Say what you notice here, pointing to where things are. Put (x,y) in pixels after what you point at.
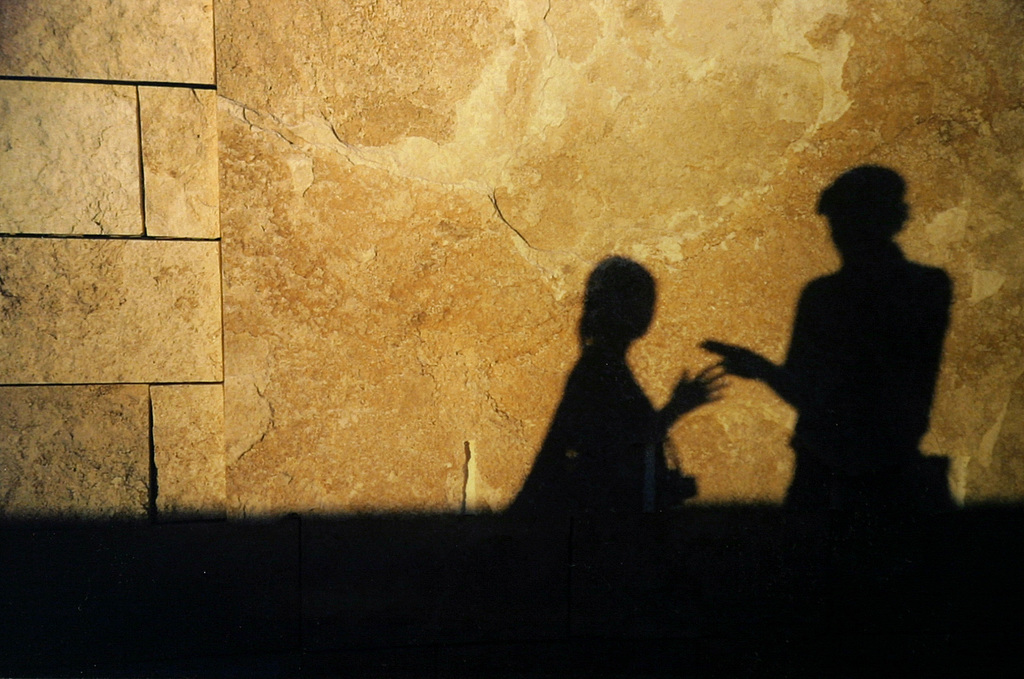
In this image there are shadow (783,389) of the persons (833,387) on the wall (373,349).
